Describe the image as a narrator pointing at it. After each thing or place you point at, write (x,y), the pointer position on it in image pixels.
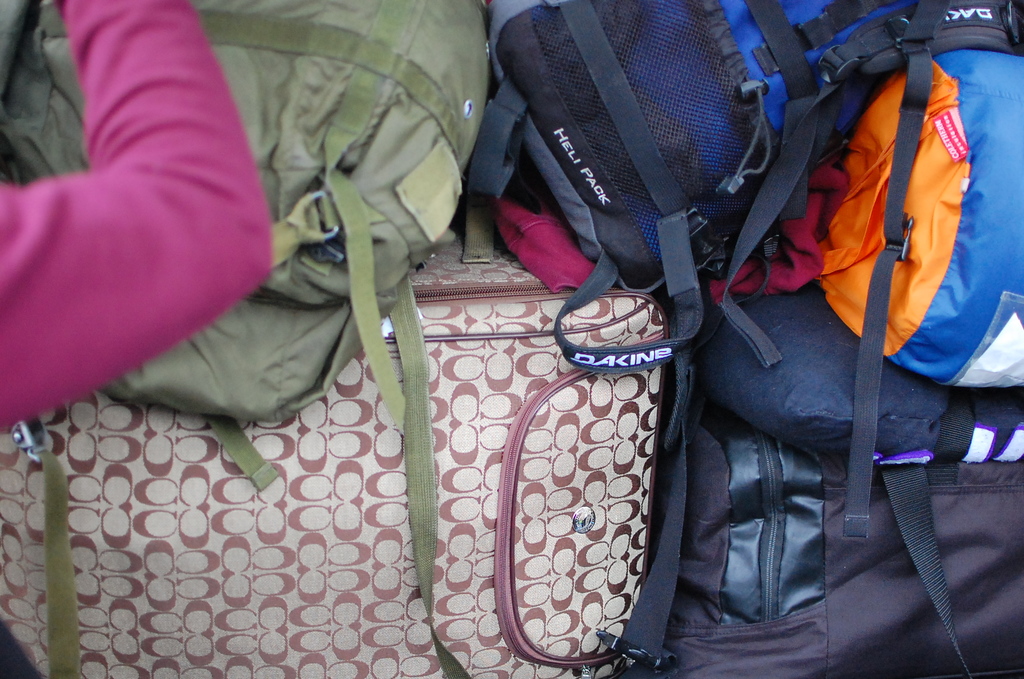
In this image I can see many bags (546,289) and the person's hand (131,236).
